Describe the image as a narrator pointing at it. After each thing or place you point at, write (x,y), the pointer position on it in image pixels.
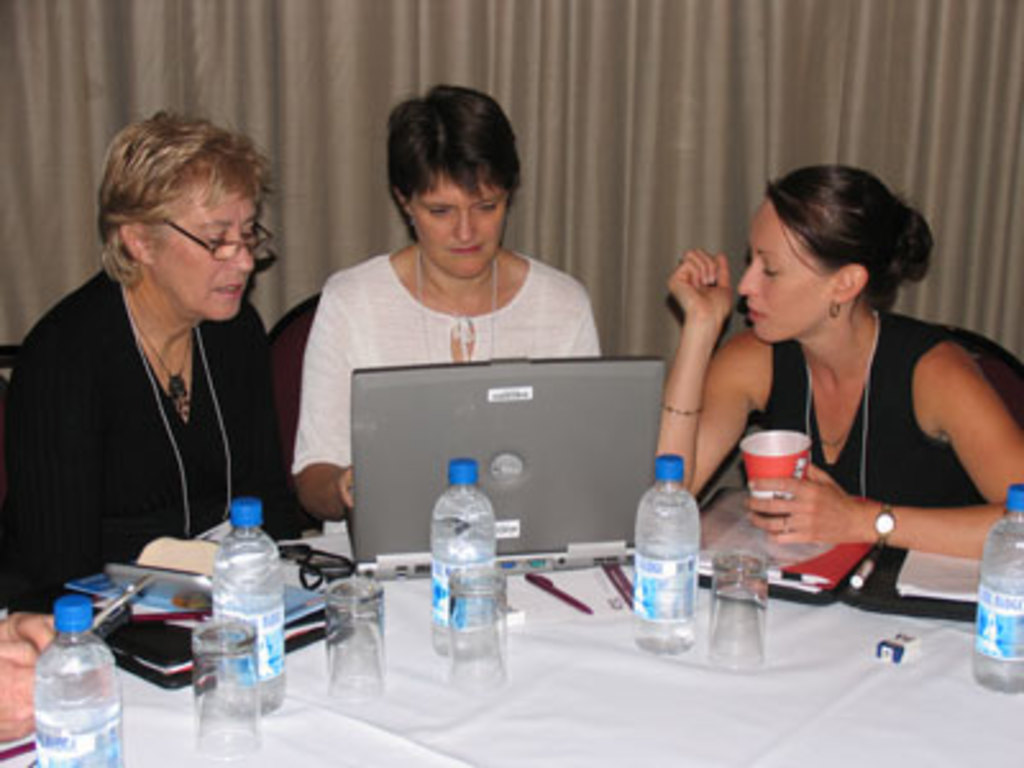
In this picture we can see three persons (1007,425) sitting on the chairs (999,388). This is table (756,716). On the table (785,692) there are glasses (462,597), and bottles (102,656). This is laptop (536,469). On the background (693,86) there is a curtain (719,114).
